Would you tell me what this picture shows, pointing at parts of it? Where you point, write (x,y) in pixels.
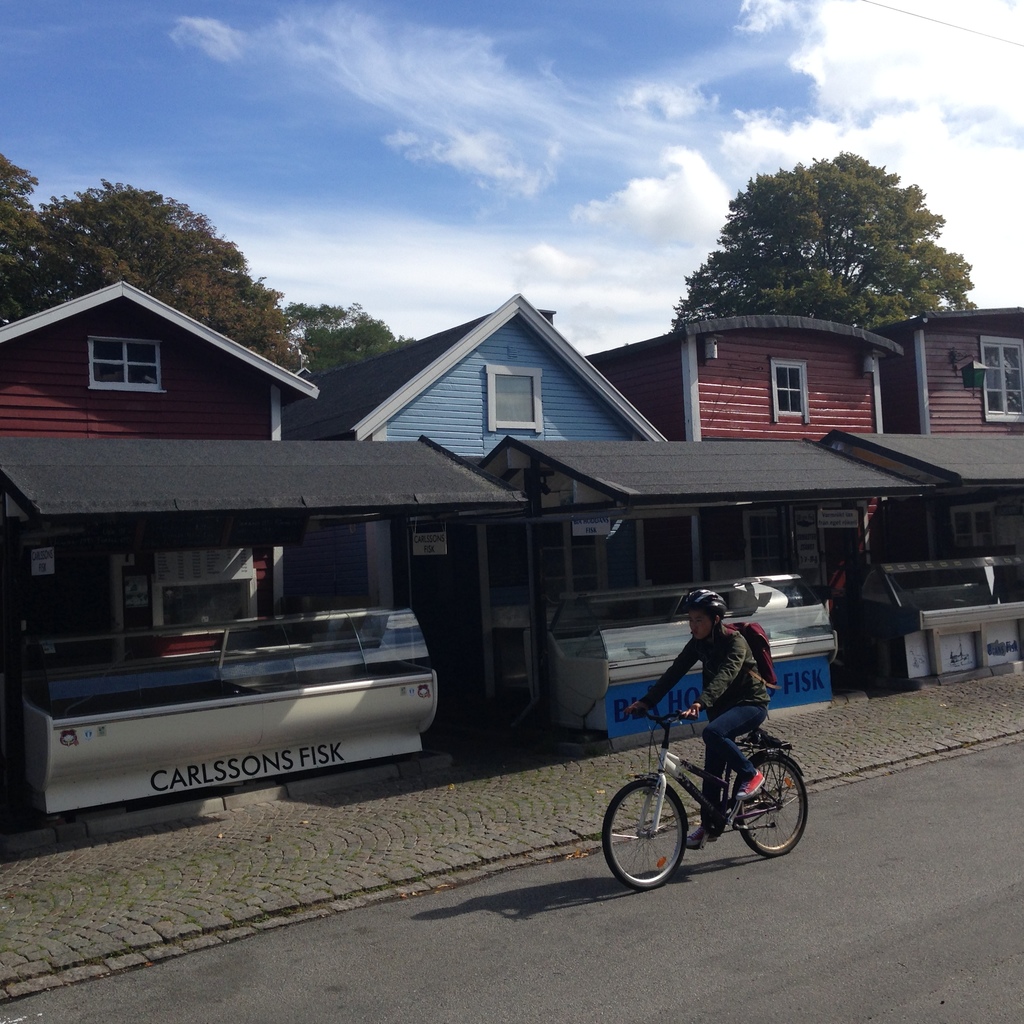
There is a man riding a bicycle (644,834). This is road (952,917) and there are stalls (678,465). In the background (315,201) we can see houses (886,374), windows (776,398), trees (25,220), and sky (834,136) with clouds (938,150).
